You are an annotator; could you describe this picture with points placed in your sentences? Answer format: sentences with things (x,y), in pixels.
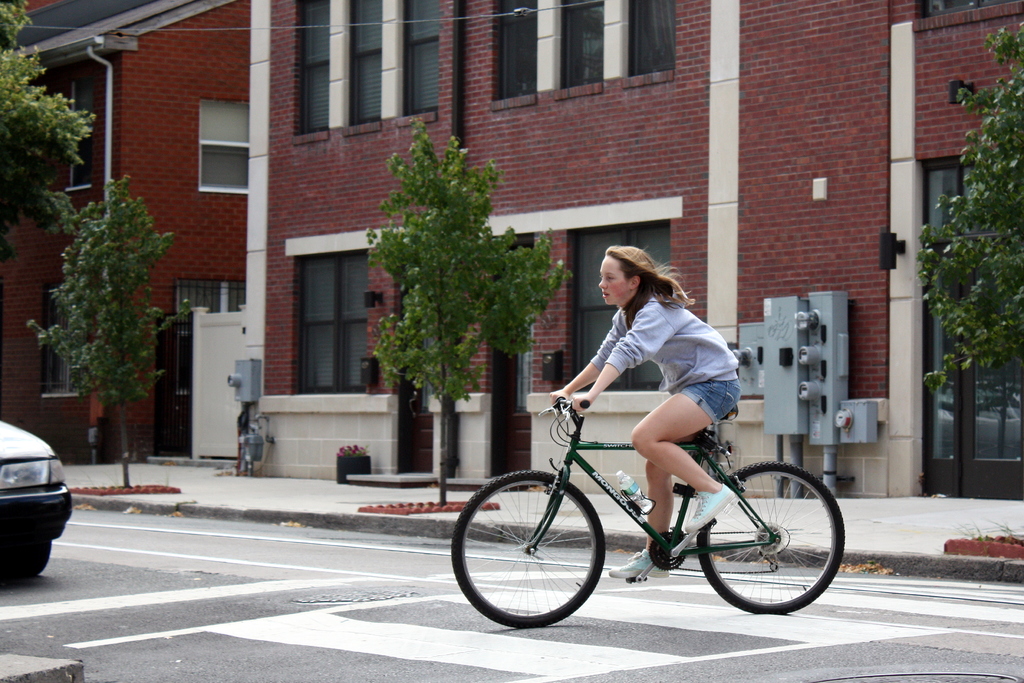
In this picture a lady (654,330) is riding a bicycle (766,605) on a zebra crossing (597,636). There is also a vehicle (36,475) on the left side of the image (36,475).
